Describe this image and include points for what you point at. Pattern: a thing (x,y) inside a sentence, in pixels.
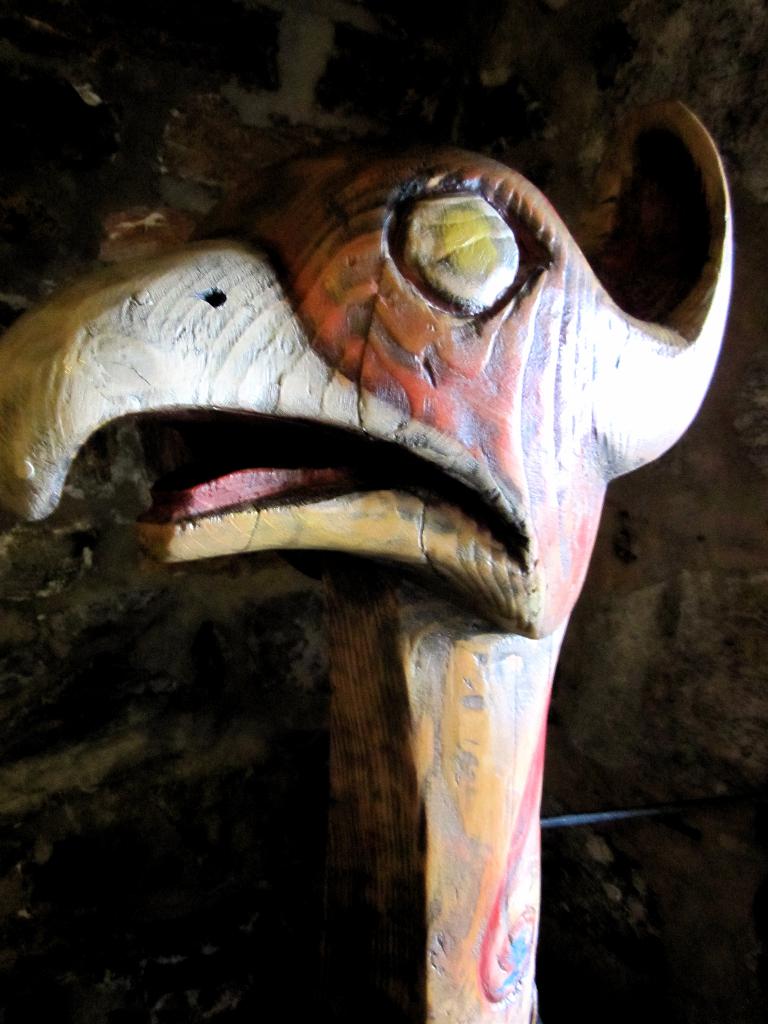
In this image we can see a statue (472,642) made of wood (354,657).
